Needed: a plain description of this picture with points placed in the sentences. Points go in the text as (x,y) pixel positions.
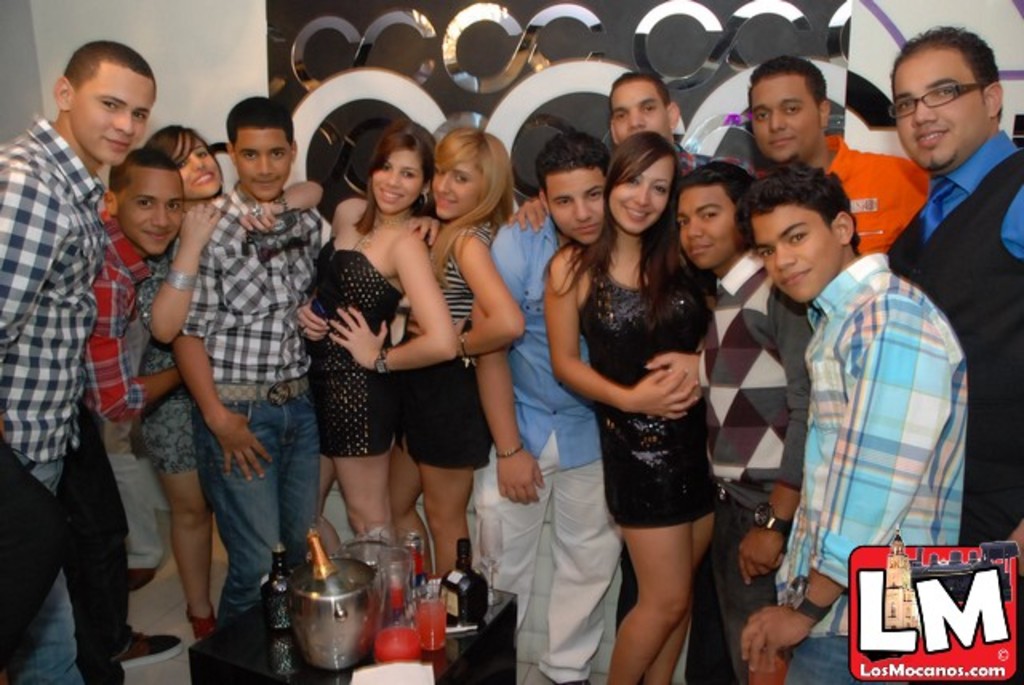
In the image there are a group of people (645,266) posing for the photo and in the foreground (296,592) there are bottles (448,598), glasses (398,583) and other items (362,569).
